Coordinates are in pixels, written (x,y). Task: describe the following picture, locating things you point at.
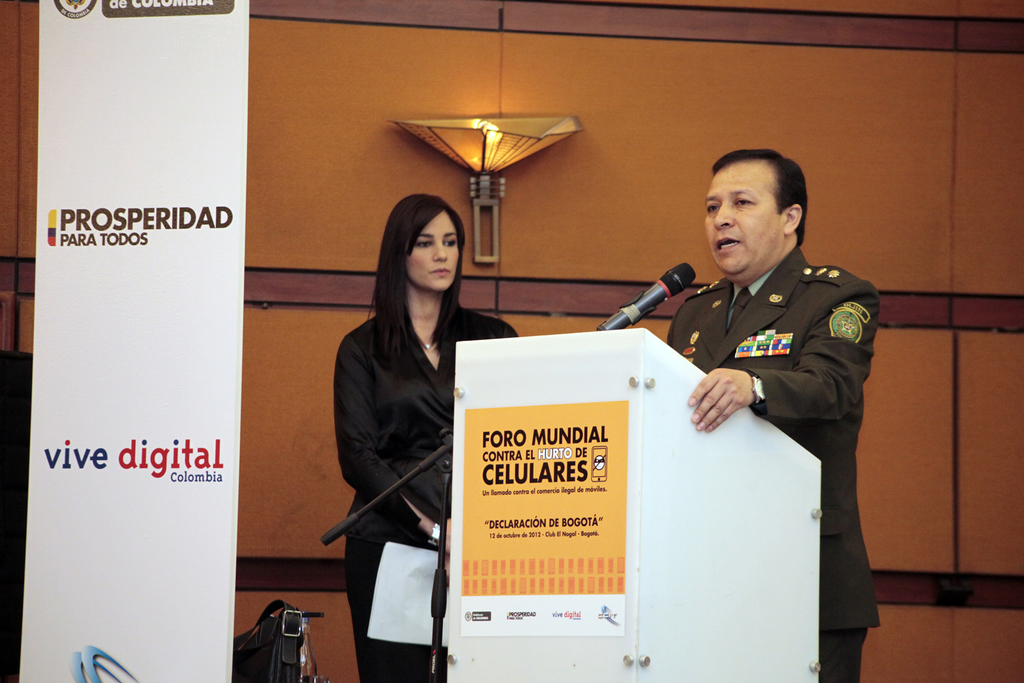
This is the man (678,311) and woman (473,320) standing. I can see a mike (629,314), which is attached to the mike stand (440,472). This looks like a podium (661,481). I think this is a banner (123,487), which is hanging. At the bottom of the image (288,623), that looks like a bag (268,650). Here is a lamp (472,189), which is attached to the wall (587,185). This looks like a poster (508,482), which is attached to the podium (690,449).
